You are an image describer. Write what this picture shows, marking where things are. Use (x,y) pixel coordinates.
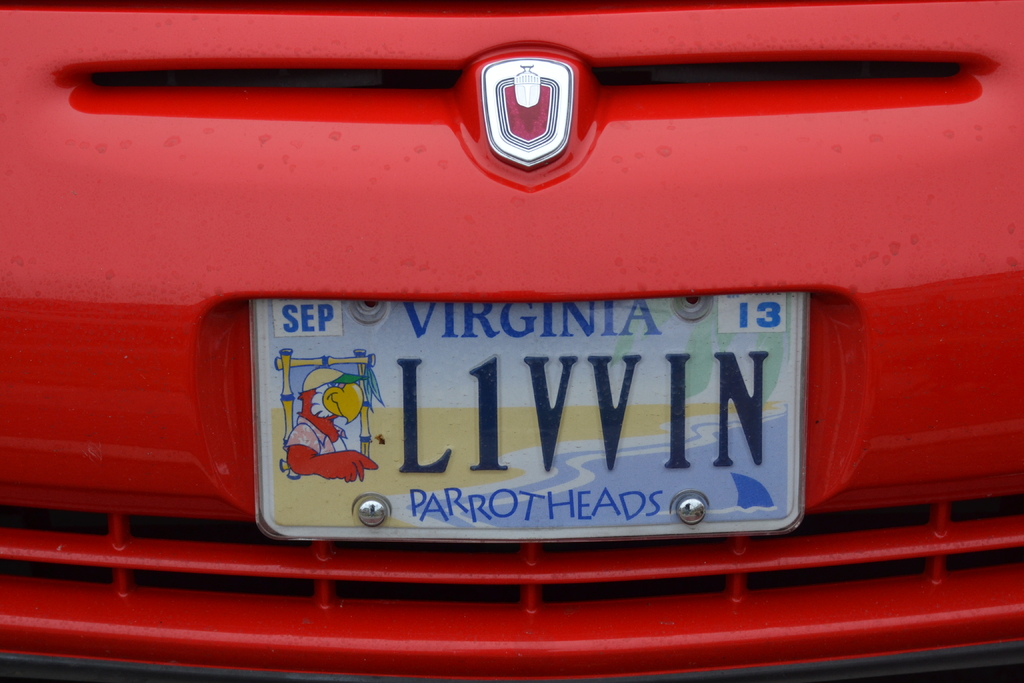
In this image I can see a red color object (419,296) on which I can see a number plate (427,446). On the number plate (440,414) I can see a cartoon image (348,409) and something written on it. Here I can see a logo (490,111) on the object (447,109).
